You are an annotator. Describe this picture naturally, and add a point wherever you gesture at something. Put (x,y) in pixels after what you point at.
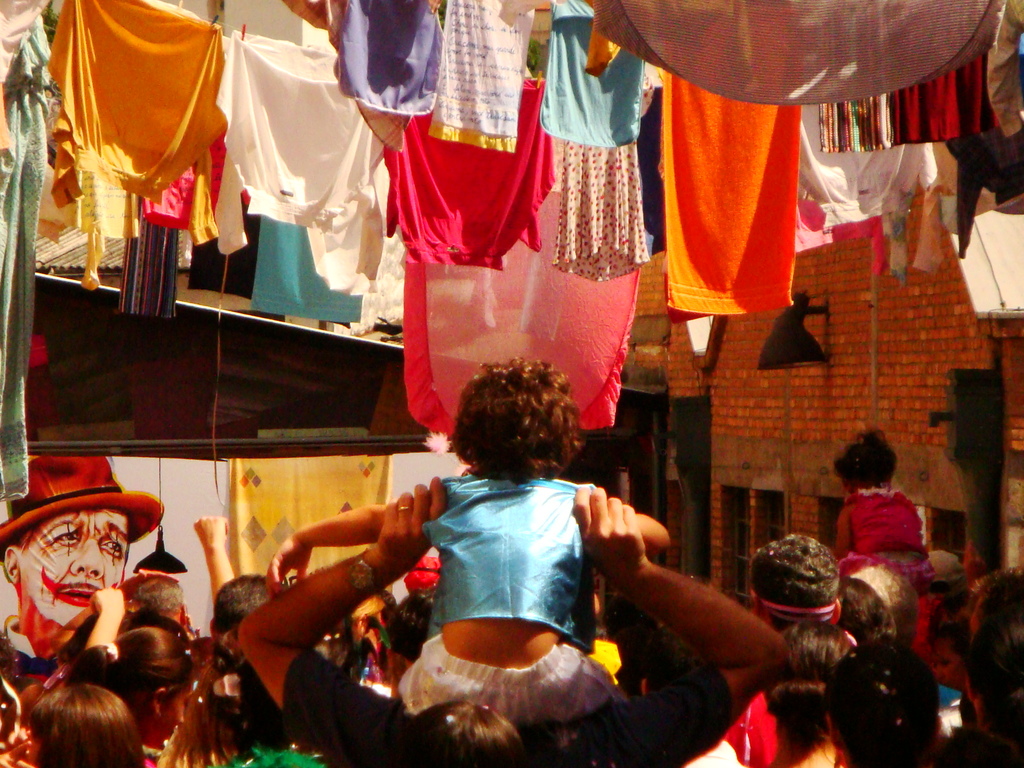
In this image there are a few people (171,690) standing and few are holding a child (529,667) on their shoulders (595,742). At the top of the image (312,168) there are so many clothes (442,192) hanging to the rope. In the background (675,373) there is a building (787,378) with red bricks (745,424).
